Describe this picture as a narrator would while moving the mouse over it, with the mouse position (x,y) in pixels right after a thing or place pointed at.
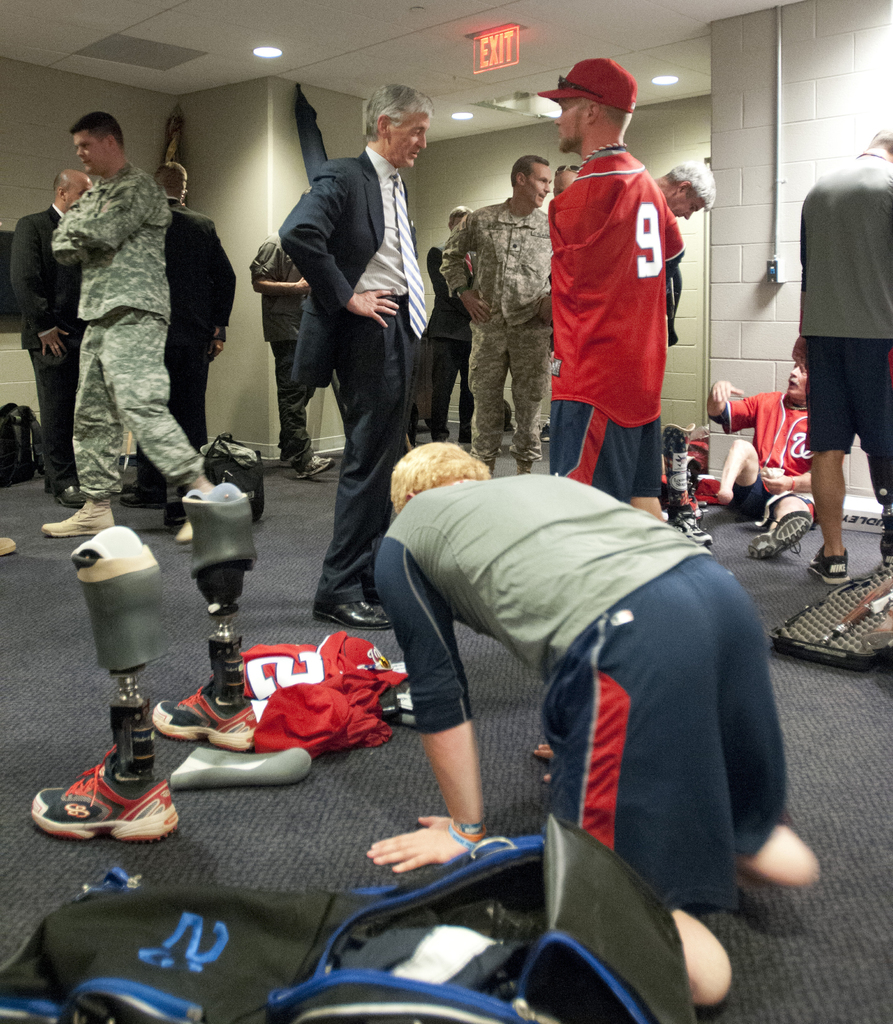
In this image, we can see people (67,242) and some are wearing uniforms (157,292) and some are wearing sports dress (603,226) and some caps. At the bottom (226,699), there are prosthetic legs (215,631) and we can see bags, clothes (309,690) and some other items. In the background (687,369), there are lights (271,52) and we can see a board (507,38) and a wall (765,281).
